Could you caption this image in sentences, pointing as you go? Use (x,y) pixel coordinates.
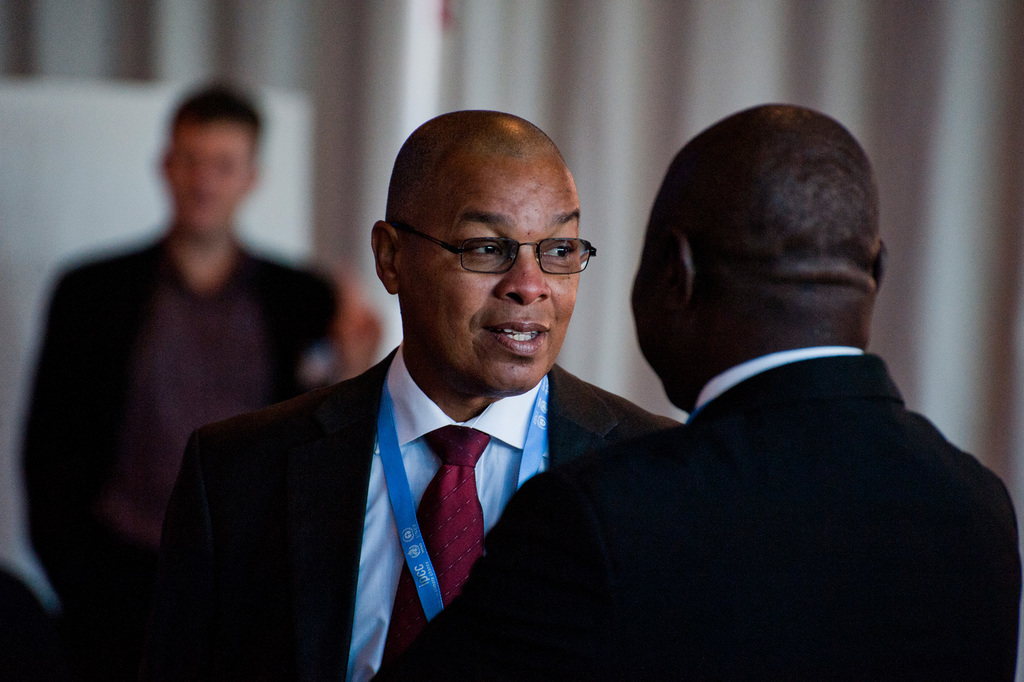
In the image in the center (468,367), we can see two persons (504,503) are standing and smiling. In the background (675,150) there is a board (43,138), curtain (601,87) and one person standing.
